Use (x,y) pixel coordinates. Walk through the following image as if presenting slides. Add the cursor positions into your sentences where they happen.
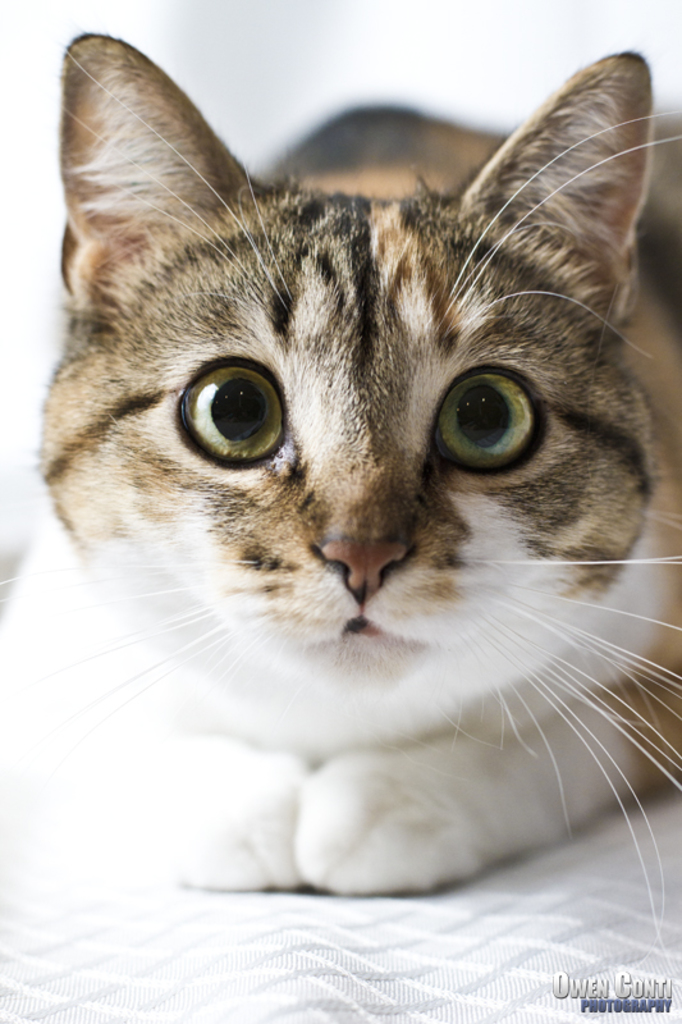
In this image we can see a cat (368,691) on the white colored cloth (382,982), also we can see the text (628,996) on the image, and the background (188,58) is blurred.
